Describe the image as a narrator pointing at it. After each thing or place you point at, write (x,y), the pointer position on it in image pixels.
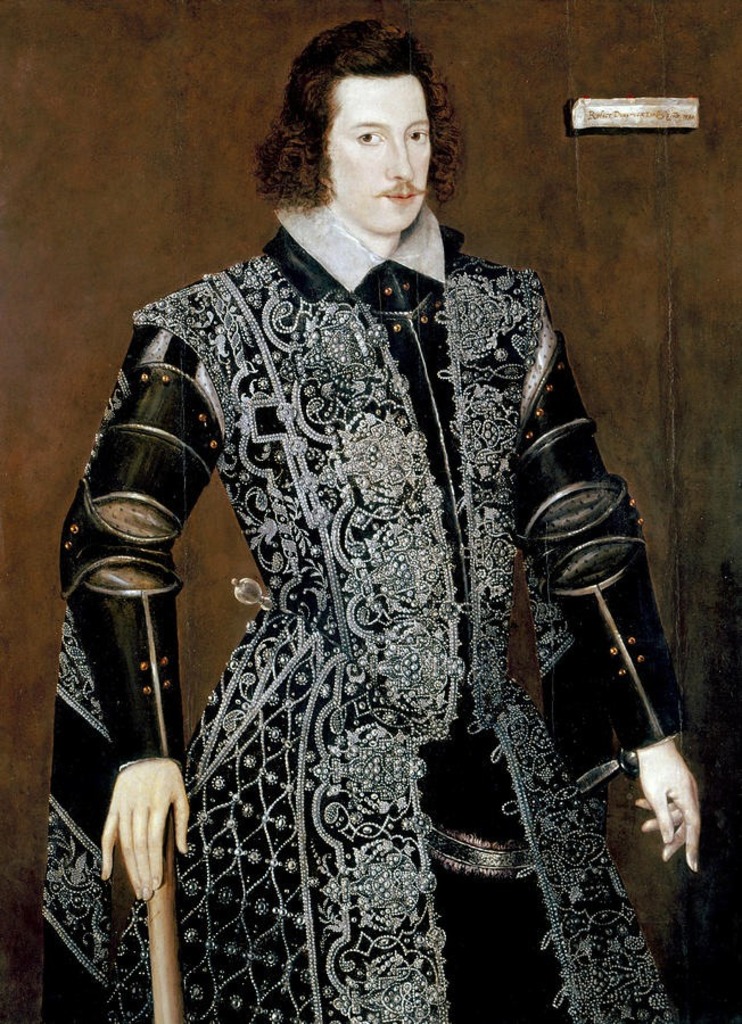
This image consists of a painting (343,707) of a man (315,597). He is wearing a black dress (360,499). In the background (485,206), we can see a wall (658,336) in brown color.
